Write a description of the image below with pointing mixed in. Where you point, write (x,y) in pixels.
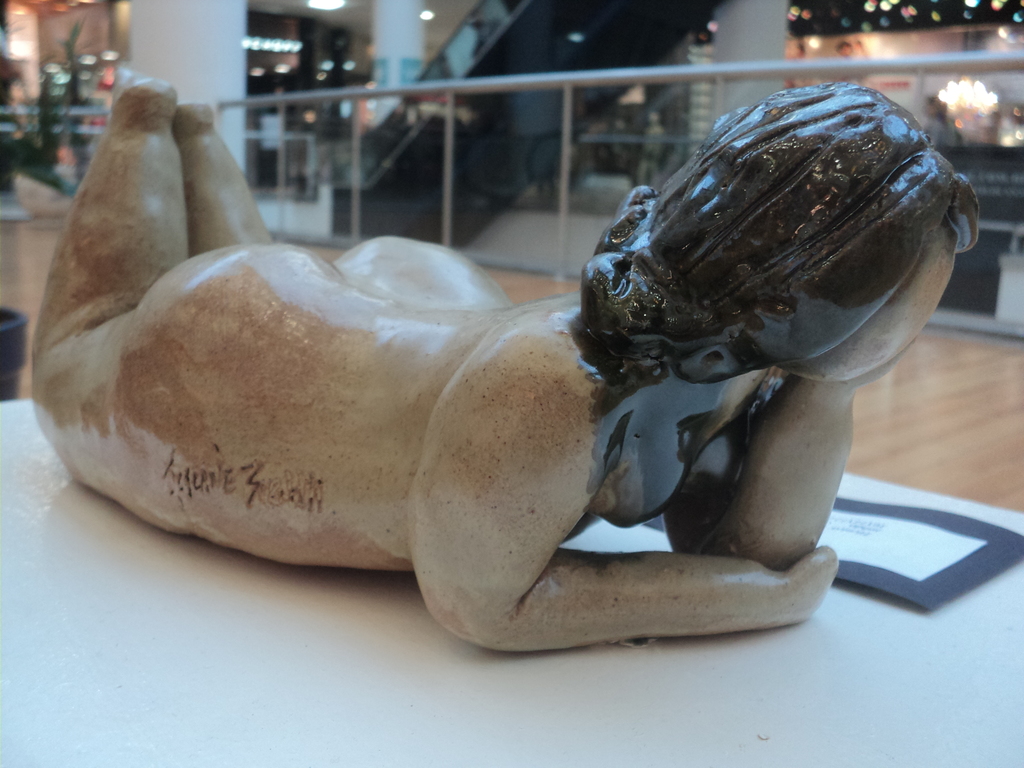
In this image we can see a statue (603,377), a paper (921,543) beside the statue (894,171), a railing (510,250), few lights (276,41) and a blurry background (437,65).
